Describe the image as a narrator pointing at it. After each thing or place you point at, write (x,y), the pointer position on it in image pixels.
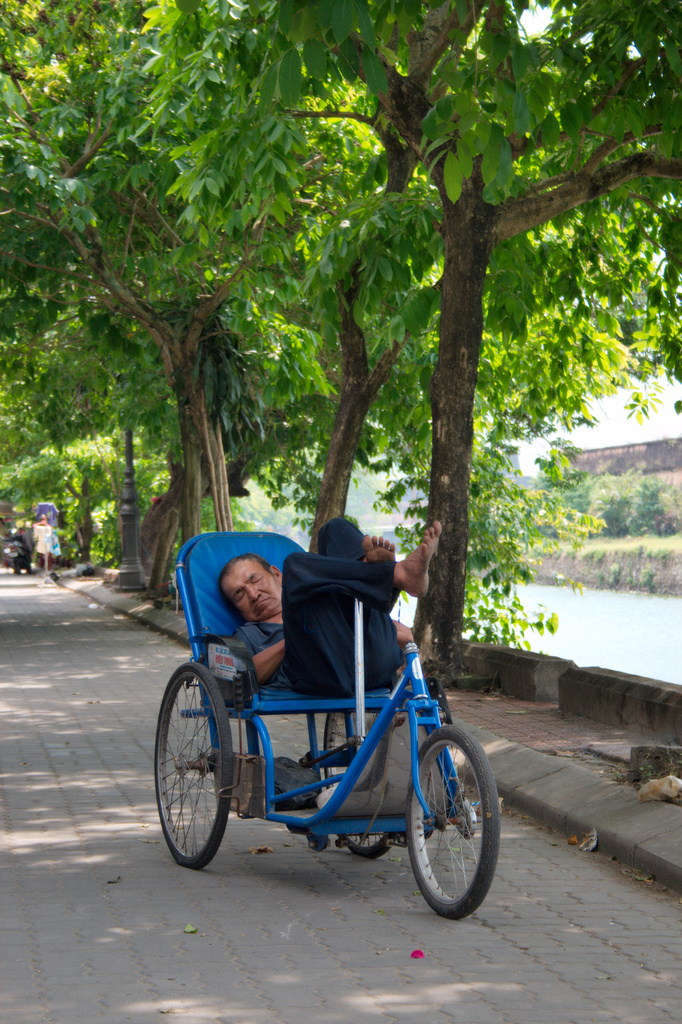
In this image I can see a man (289,685) is on a bicycle (240,751). In the background (180,437) I can see trees (653,396), the sky (650,407) and a road (544,827).
